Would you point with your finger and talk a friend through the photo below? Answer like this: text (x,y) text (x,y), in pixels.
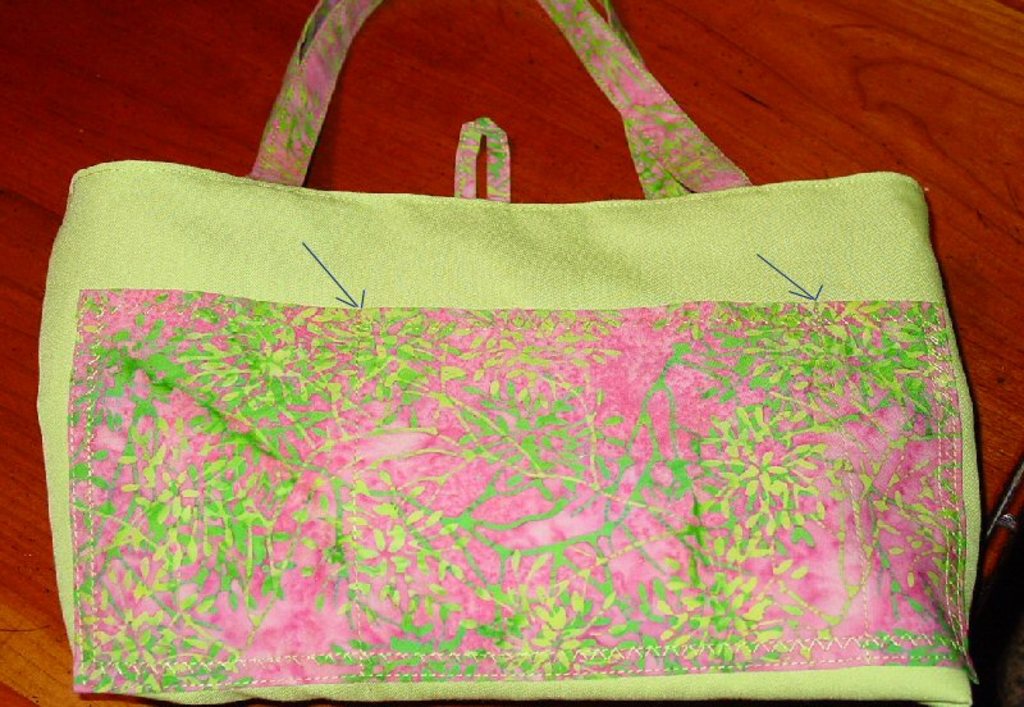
There is a green handbag (509,314) placed on a brown table (845,105).
